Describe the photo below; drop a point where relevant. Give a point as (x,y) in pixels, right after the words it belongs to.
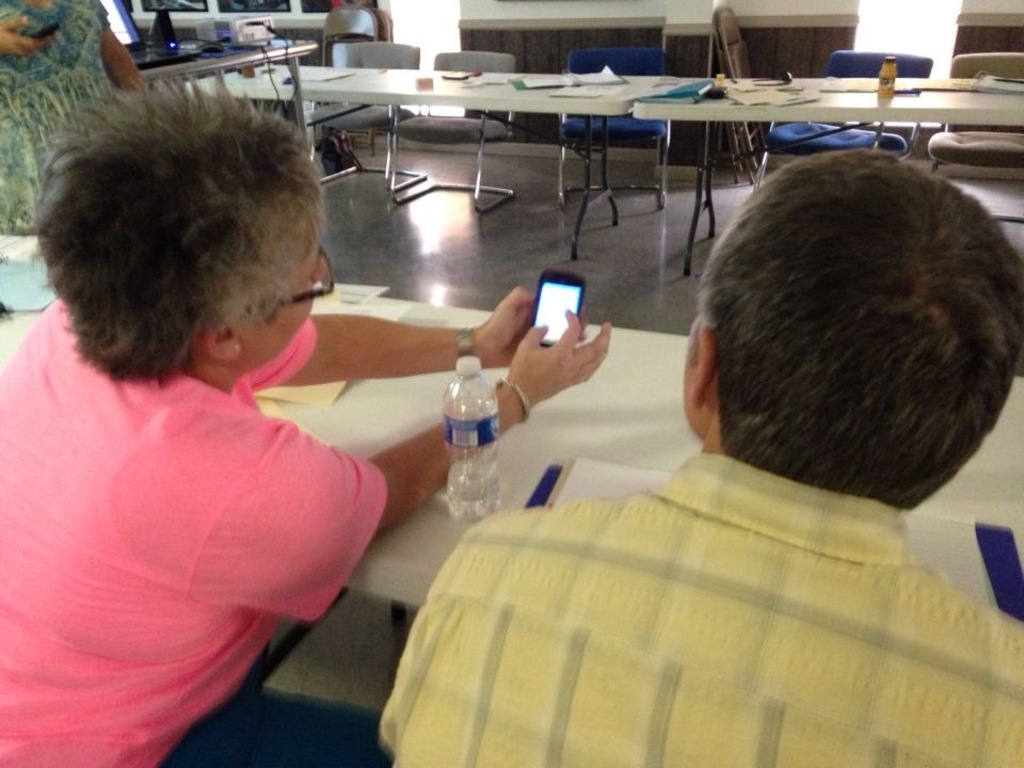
There is a woman (543,385) and man (937,331) sitting in front of a table (572,438), woman (427,334) is holding a phone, there are papers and a bottle (476,459) on the table (402,424). There are tables (561,111), chairs (405,64), a person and other objects (522,87) in the background (532,108).
